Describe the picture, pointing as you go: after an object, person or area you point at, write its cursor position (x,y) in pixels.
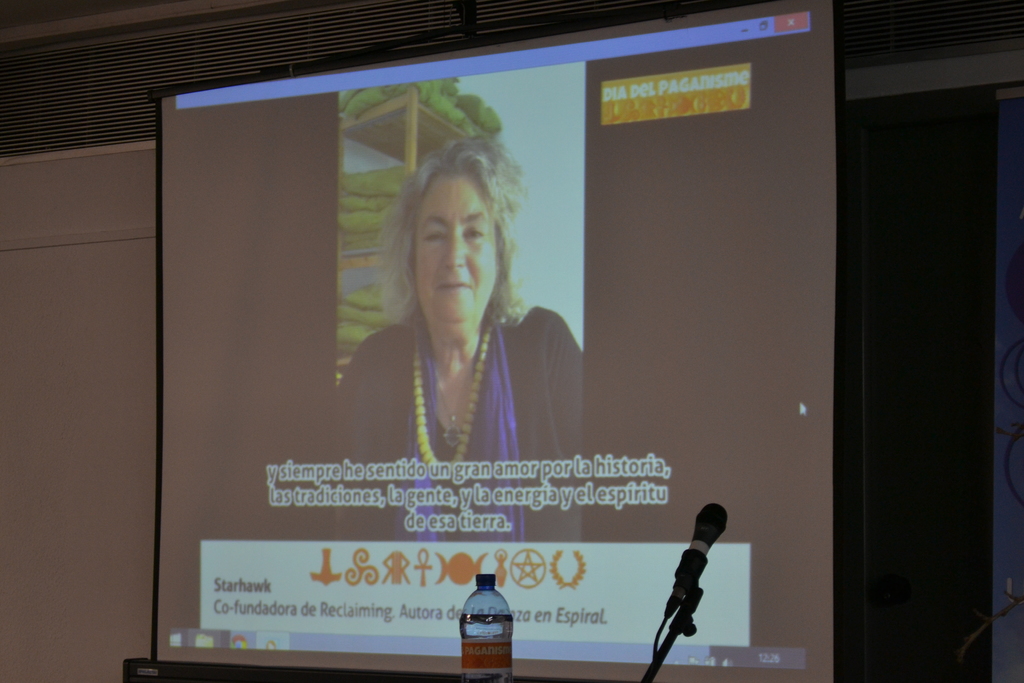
In this image in the center (675,397) there is a screen (513,412) and at the bottom (483,581) there is one bottle (481,608) and mike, and in the background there is a board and some objects (102,62).
